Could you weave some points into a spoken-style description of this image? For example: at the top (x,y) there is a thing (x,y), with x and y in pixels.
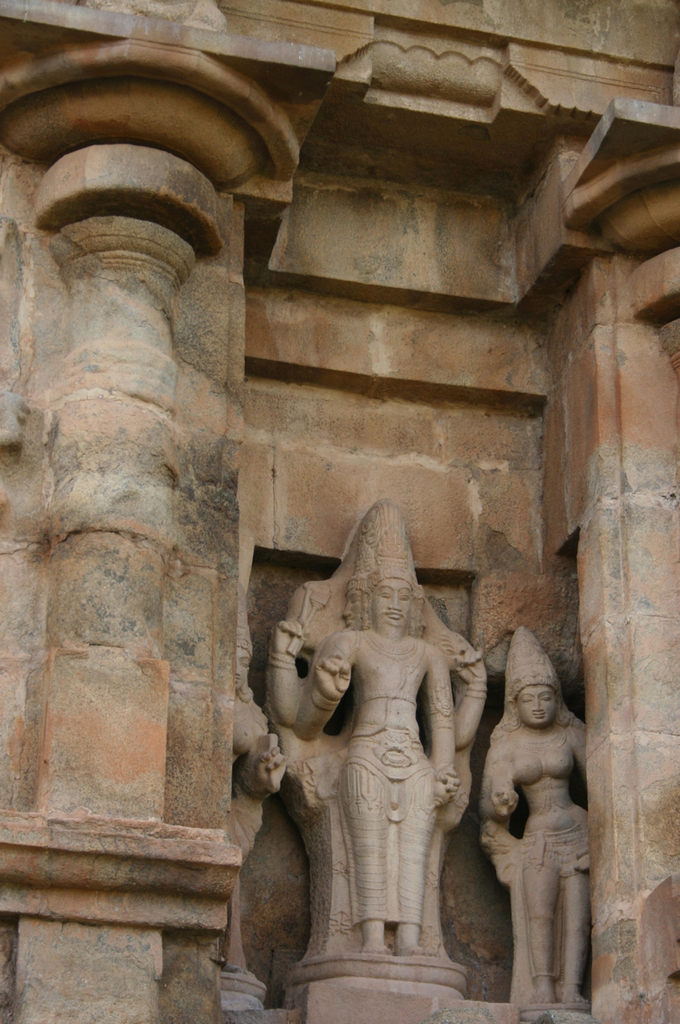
In this image we can see the statues (339,606) and a wall (255,606).
